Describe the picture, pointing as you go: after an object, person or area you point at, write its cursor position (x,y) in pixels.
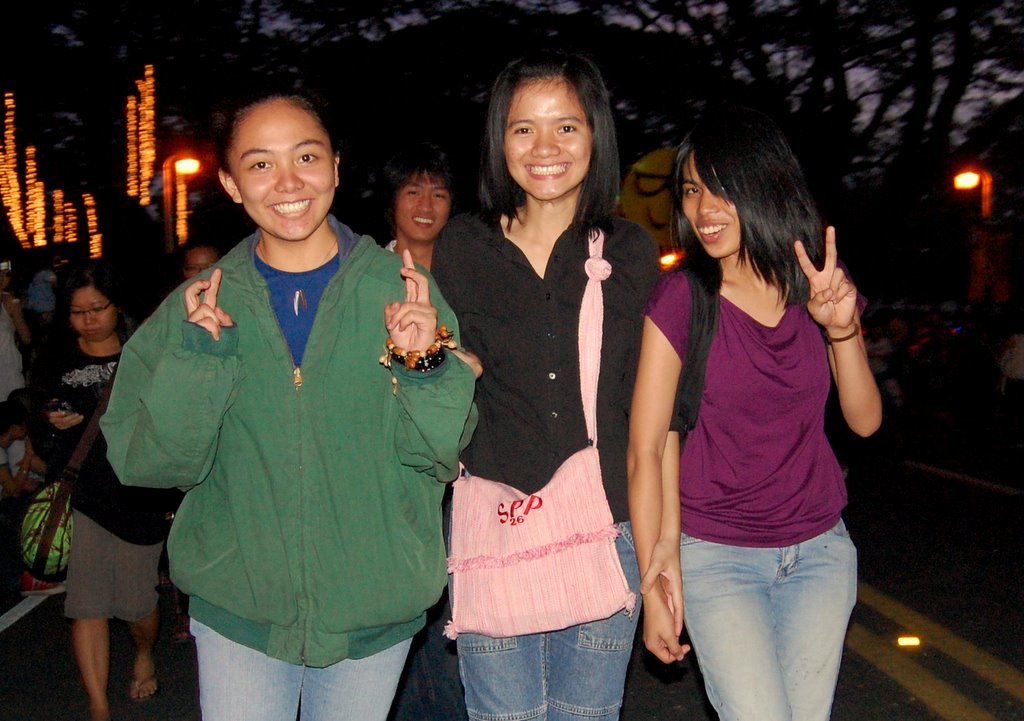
In the image there are three ladies (639,278) standing and they are smiling. The lady (524,278) in the middle (519,275) is wearing a bag (600,296). Behind them there are few people (84,286). And also there are trees (419,73) and lights (3,164) in the background (172,150).
